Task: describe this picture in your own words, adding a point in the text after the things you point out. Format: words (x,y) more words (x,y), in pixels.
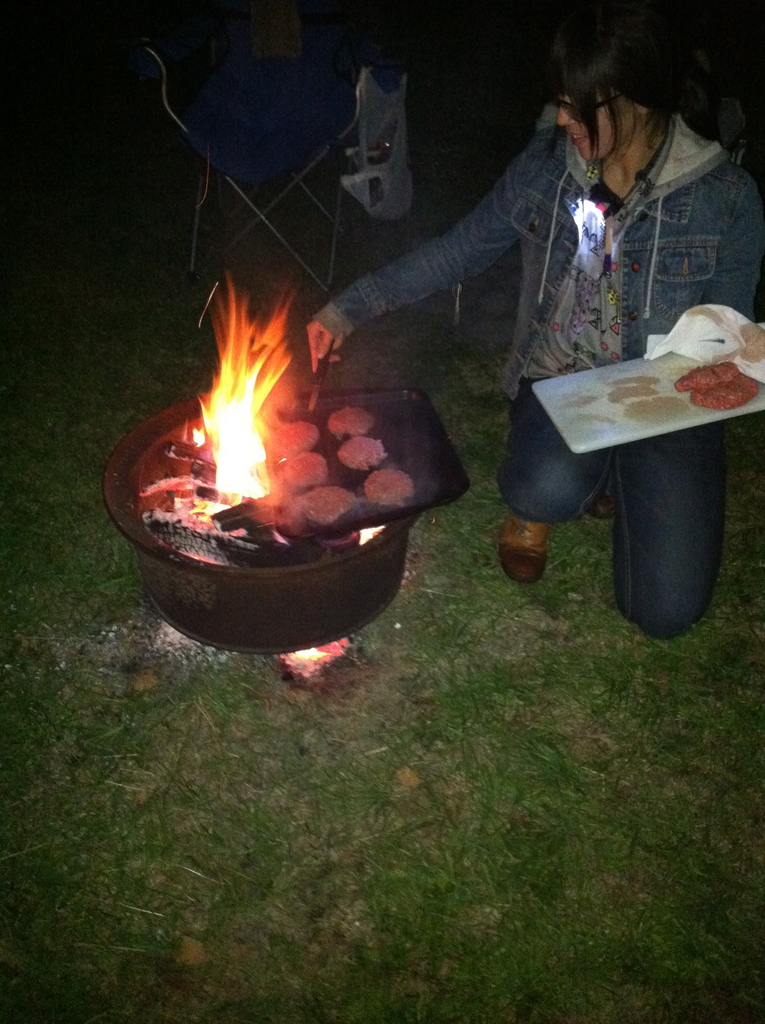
Here in this picture we can see a grill pan (423,454) present on the fire place (269,615), which is present on the ground (408,674) over there, that is fully covered with grass (76,423) and we can also see chair (318,128) present beside it and we can see a woman (565,291) sitting and removing meat pieces (312,465) present over there in a tray (402,507) and we can see another tray (656,407) present in her hand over there.
